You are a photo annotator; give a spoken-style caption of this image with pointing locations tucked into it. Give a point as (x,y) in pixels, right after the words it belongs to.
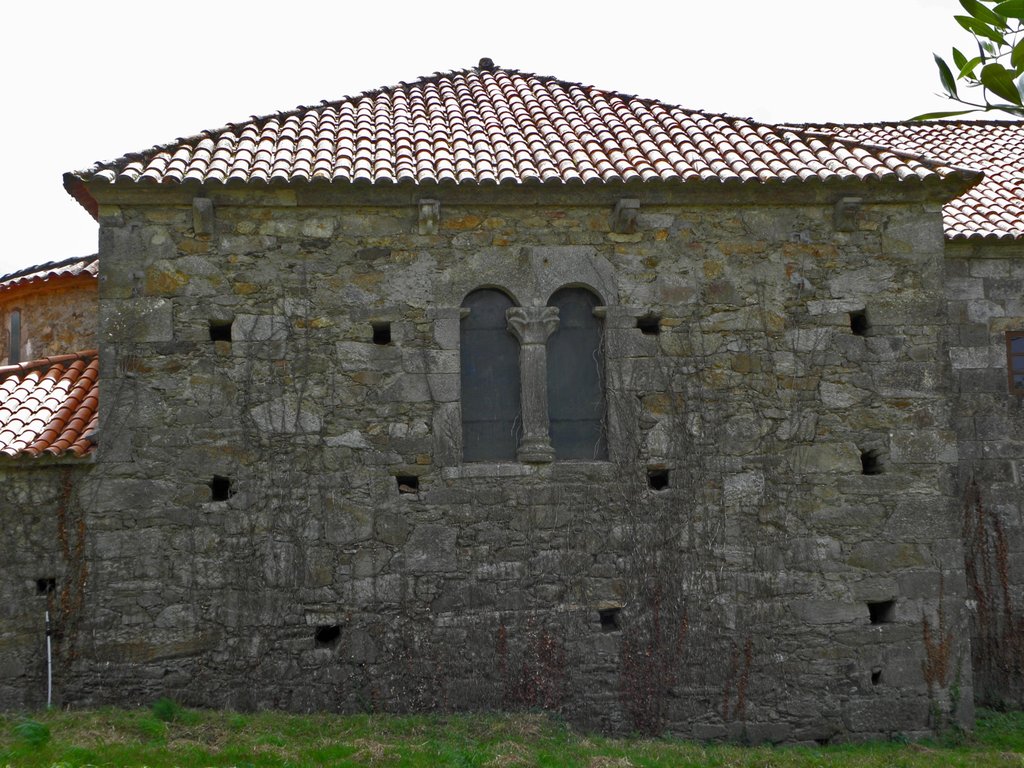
In this image, we can see a house (234,685). We can see the ground (270,761) with some grass (204,727). We can also see a white colored object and some leaves (1009,9) on the top right corner (1009,51). We can also see the sky (728,90).
